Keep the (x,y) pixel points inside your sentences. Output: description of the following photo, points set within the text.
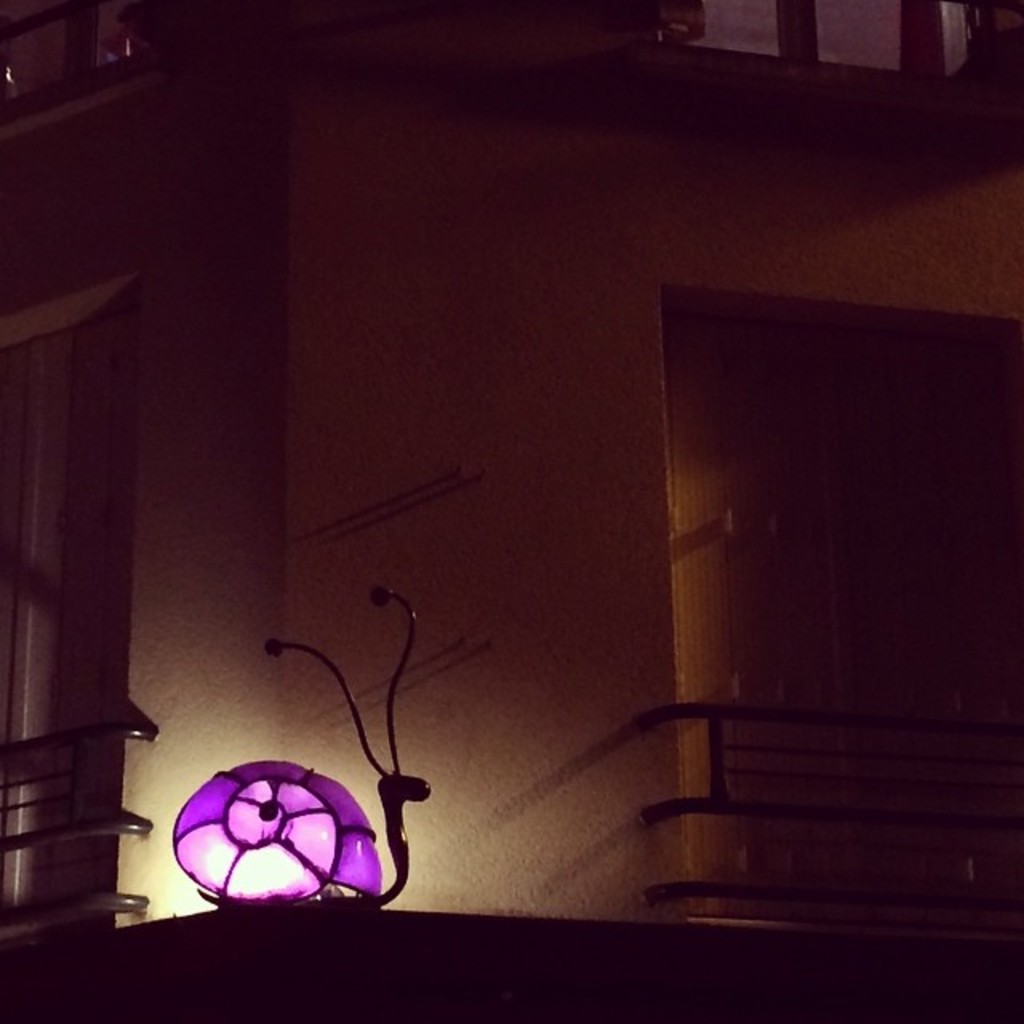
This picture seems to be clicked outside a building (195,899). In the foreground (363,815) we can see a lamp (325,808) seems to be placed on an object (551,953). In the background (465,437) we can see the wall (461,269), windows (28,766), metal rods (19,784) and some other items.
